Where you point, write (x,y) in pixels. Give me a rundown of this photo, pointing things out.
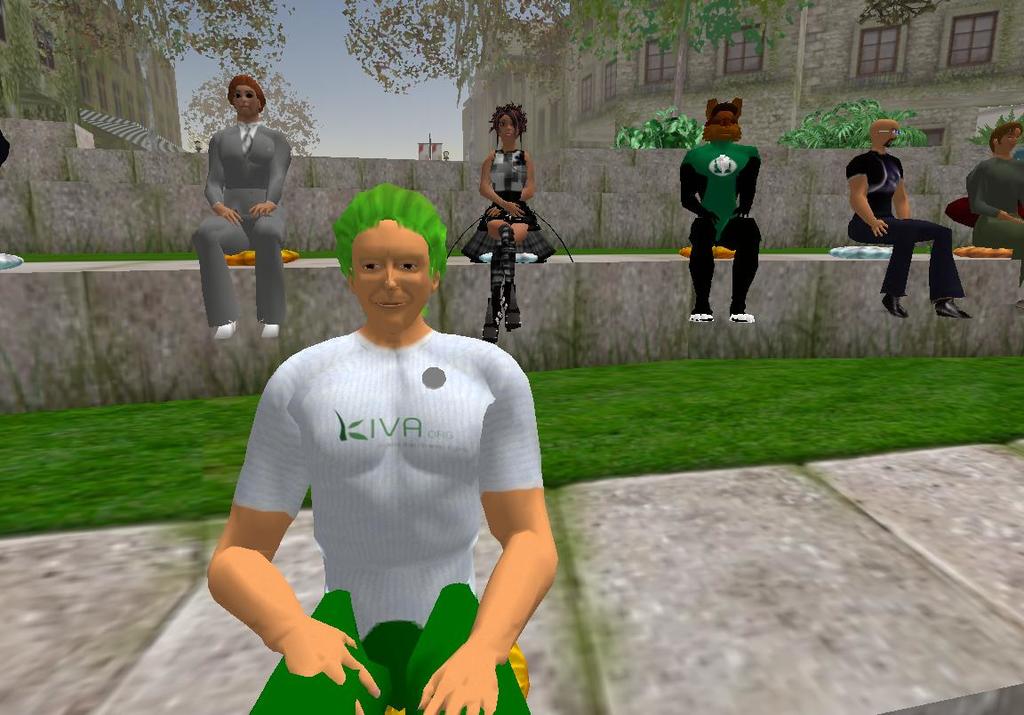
In this image we can see an animation of few persons (406,551), a grassy land (613,381), many trees (212,41), a building (125,62) etc. in the image.
